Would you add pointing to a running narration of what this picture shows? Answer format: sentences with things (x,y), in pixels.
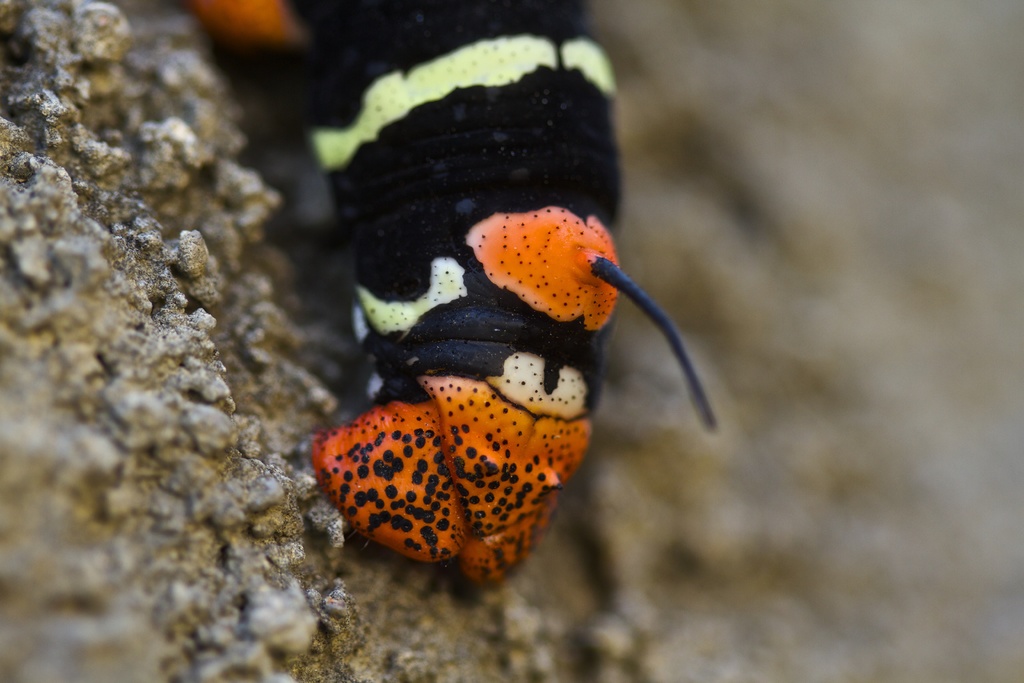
In this image I can see an insect (464,175) which is yellow, black and orange in color on the rocky surface (249,256) which is brown and cream in color.
